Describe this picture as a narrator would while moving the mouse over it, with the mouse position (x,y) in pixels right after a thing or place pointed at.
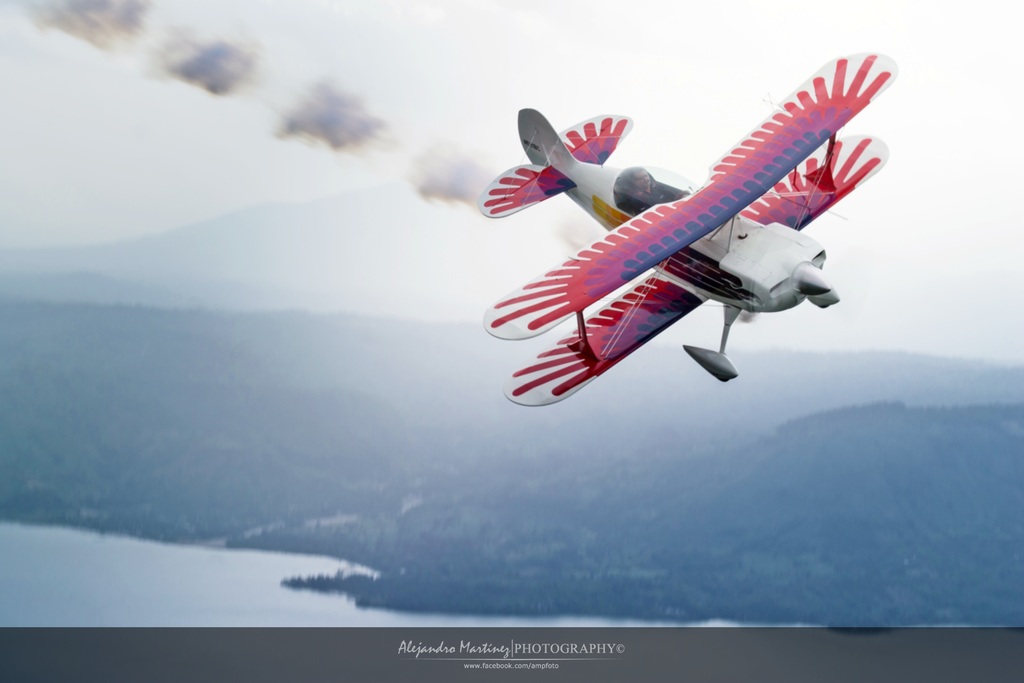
In the center of the image (602,353) an aeroplane (609,366) is there. In the background of the image (501,401) hills (490,386), trees (448,455) are there. At the bottom of the image (111,581) water (183,603) and some text (451,641) are present. At the top of the image (391,100) sky (434,136) and smoke (430,156) are there.
